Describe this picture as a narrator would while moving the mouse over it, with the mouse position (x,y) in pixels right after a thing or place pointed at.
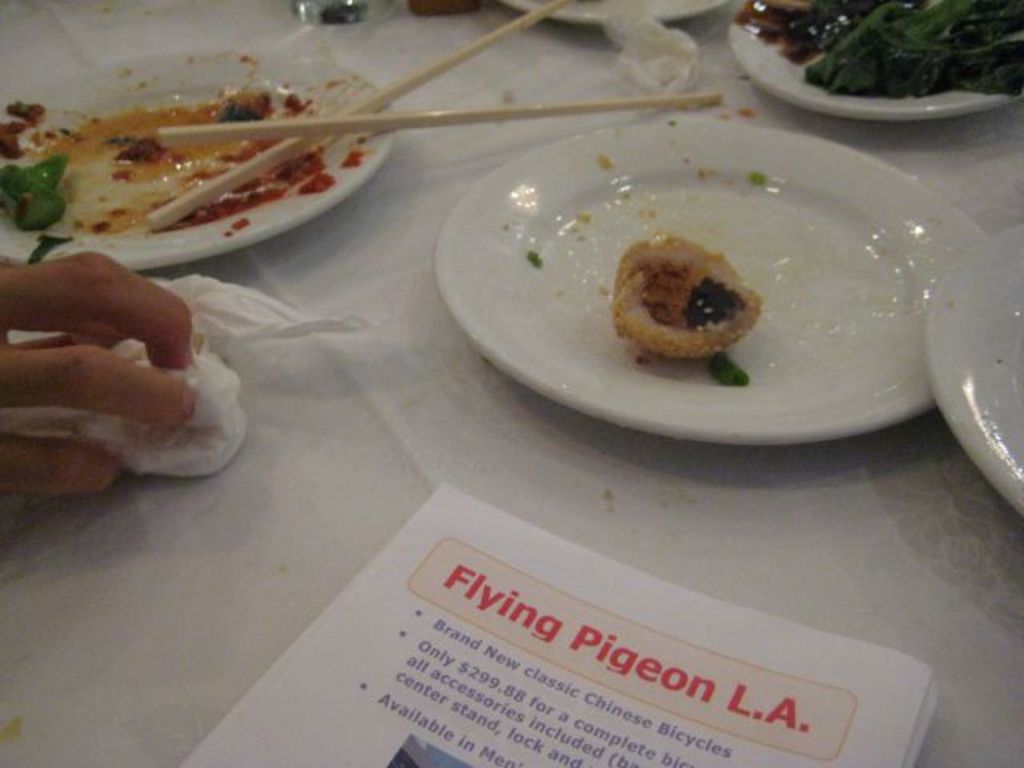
This picture shows few plates (1012,345), chopsticks (325,130) and some food (947,91) in the plates (460,277) and we see papers (349,743) and a human hand (180,413) holding napkin (228,434) on the table (69,36).
